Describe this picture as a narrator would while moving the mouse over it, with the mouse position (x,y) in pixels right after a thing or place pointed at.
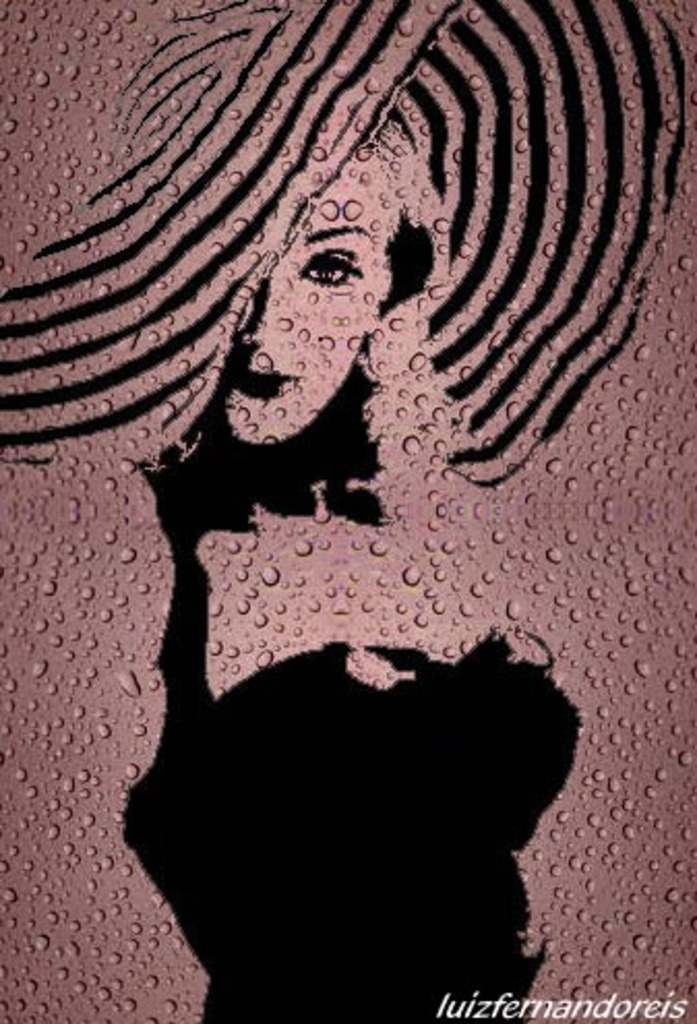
This is an edited picture. In this image there is a painting (309,992) of a woman (297,842) and there are water droplets (94,492). At the bottom right (608,1002) there is text (506,1012).
